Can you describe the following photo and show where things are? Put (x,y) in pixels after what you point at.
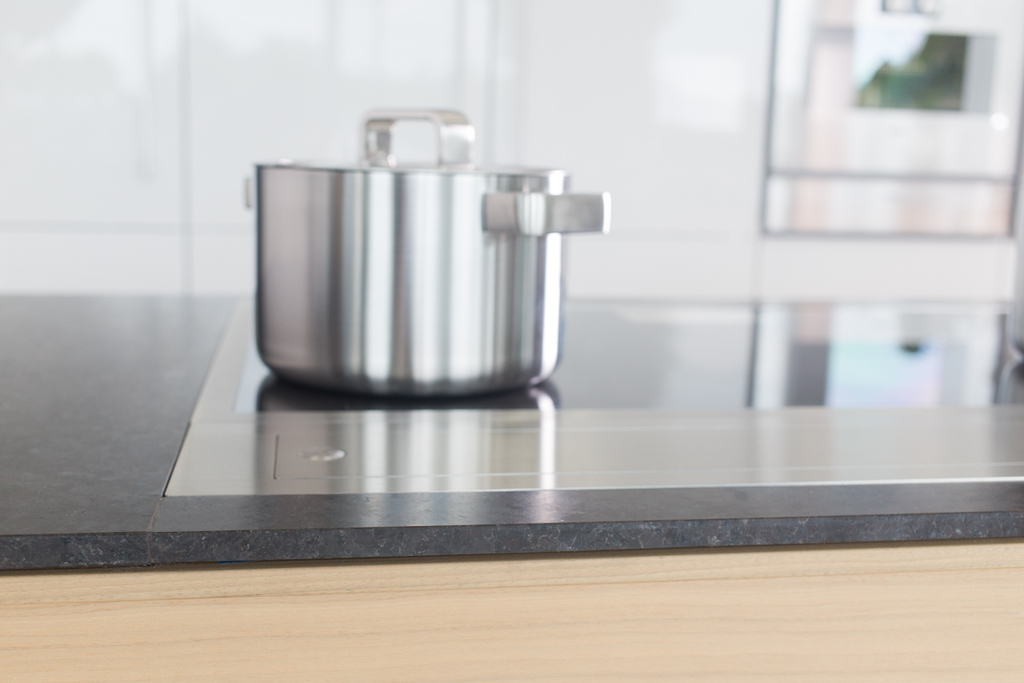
In this picture we can see steel pot (438,288) on the kitchen platform (626,537). On the top right (784,37) there is a oven (971,236). Here we can see a white wall (406,74) which is near to the oven (1006,210). On the bottom (506,626) we can see a wood (701,641).
